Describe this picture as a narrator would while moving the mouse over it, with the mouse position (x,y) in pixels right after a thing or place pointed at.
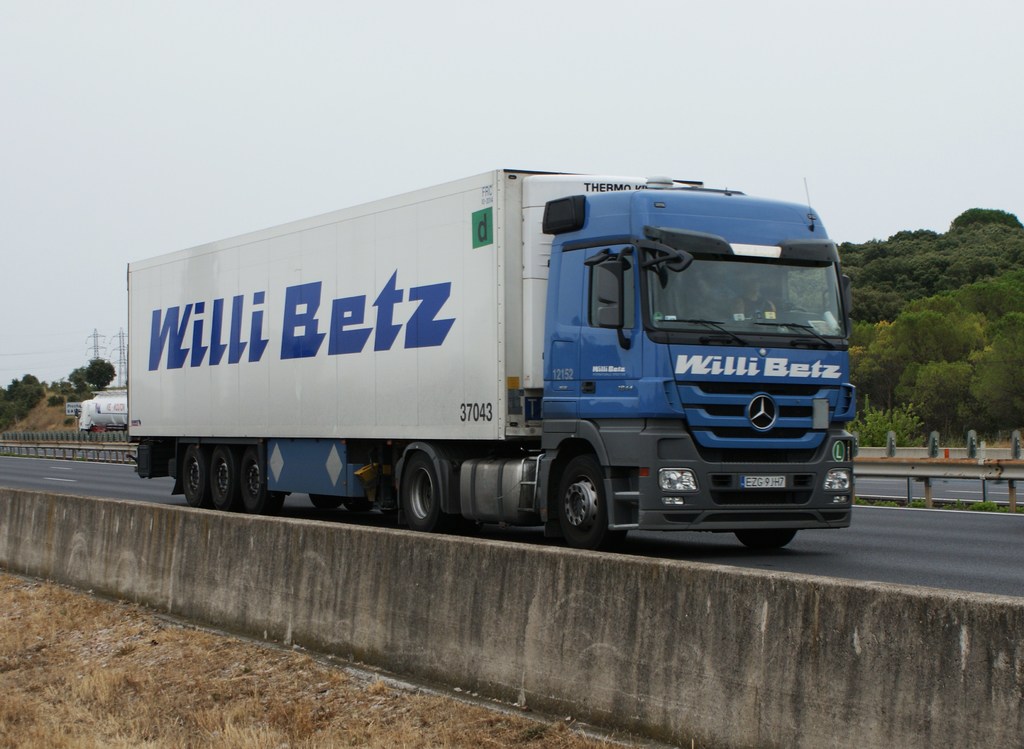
In this image in the center (544,390) there is one vehicle (455,505), at the bottom (931,540) there is road (923,568) and grass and in the background (928,407) there are trees (896,287). And at the top of the image (513,136) there is sky (398,157).
